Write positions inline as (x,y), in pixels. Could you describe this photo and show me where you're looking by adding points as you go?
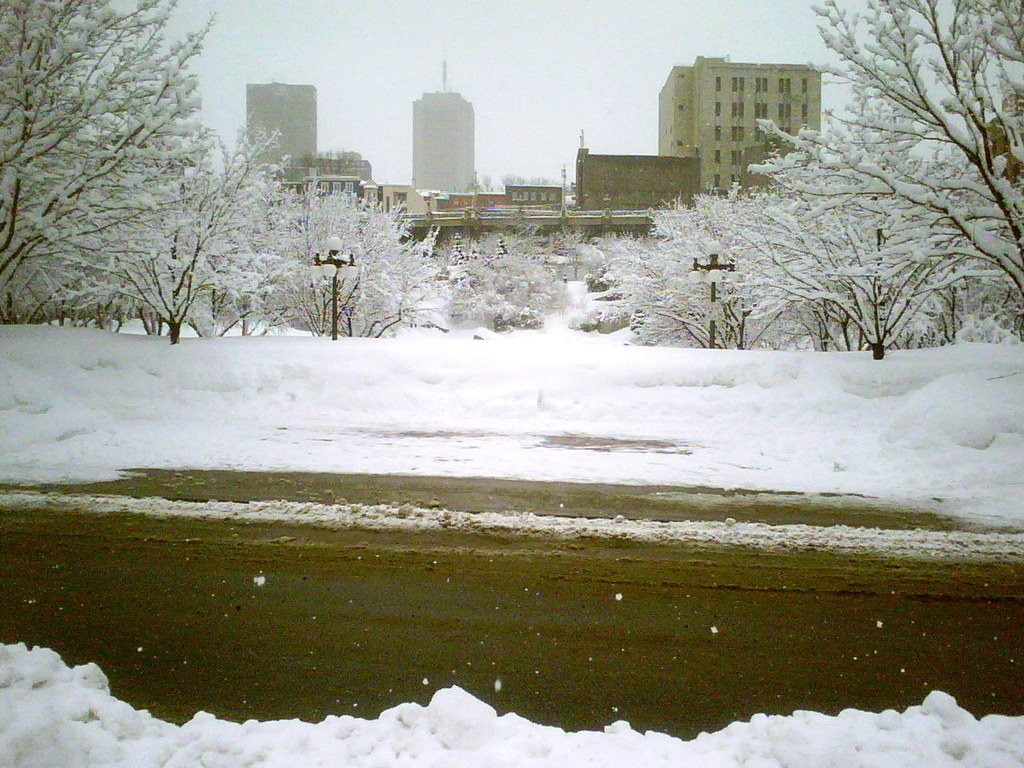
In this picture I can see the snow (616,311) on every part of the tree (391,236), beside that I can see the street lights (714,322). In the background (676,89) I can see the skyscrapers (274,105) and buildings (732,142). At the top (497,32) I can see the sky (396,30). At the bottom (575,714) there is a road (630,643).
